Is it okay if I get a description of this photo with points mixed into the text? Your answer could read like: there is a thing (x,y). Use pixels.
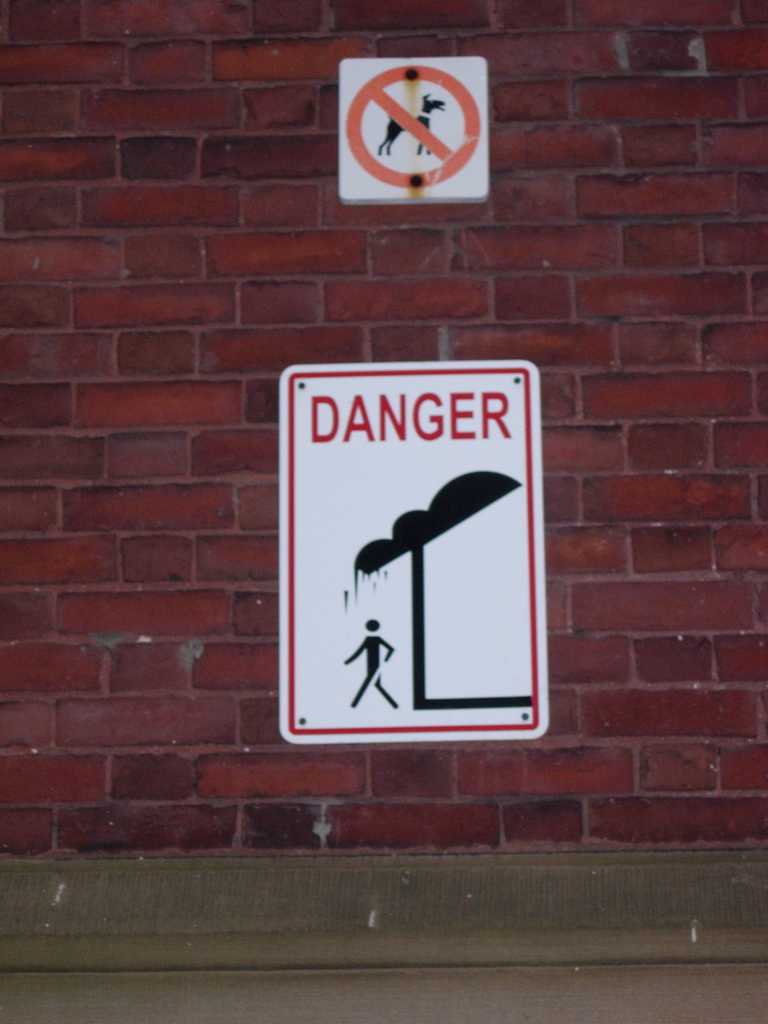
In this picture we can see sign boards (514,363) on the wall (504,819).
